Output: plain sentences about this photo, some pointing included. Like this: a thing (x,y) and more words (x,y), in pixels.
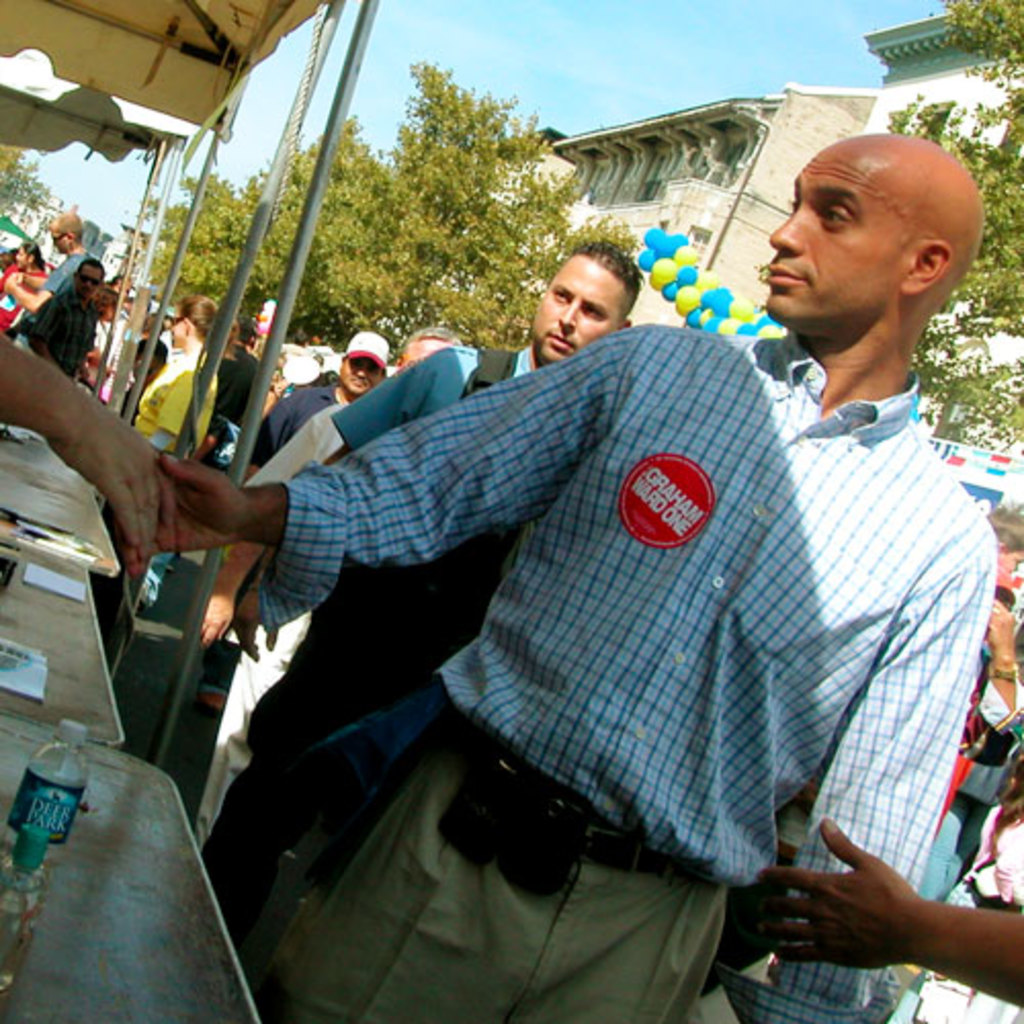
In this image I can see a person (619,566) wearing shirt (735,608) and pant (429,804) is standing and shaking hands (140,476) with other person (131,476). I can see few tables (124,846) and on them I can see few papers (65,556), a bottle (25,885) and few other objects (26,860). I can see few metal poles (158,729), few tents (152,129) and number of persons (313,381) standing. In the background (287,212) I can see few trees (388,275), few buildings (591,188), few balloons (685,277) and the sky (537,60).
